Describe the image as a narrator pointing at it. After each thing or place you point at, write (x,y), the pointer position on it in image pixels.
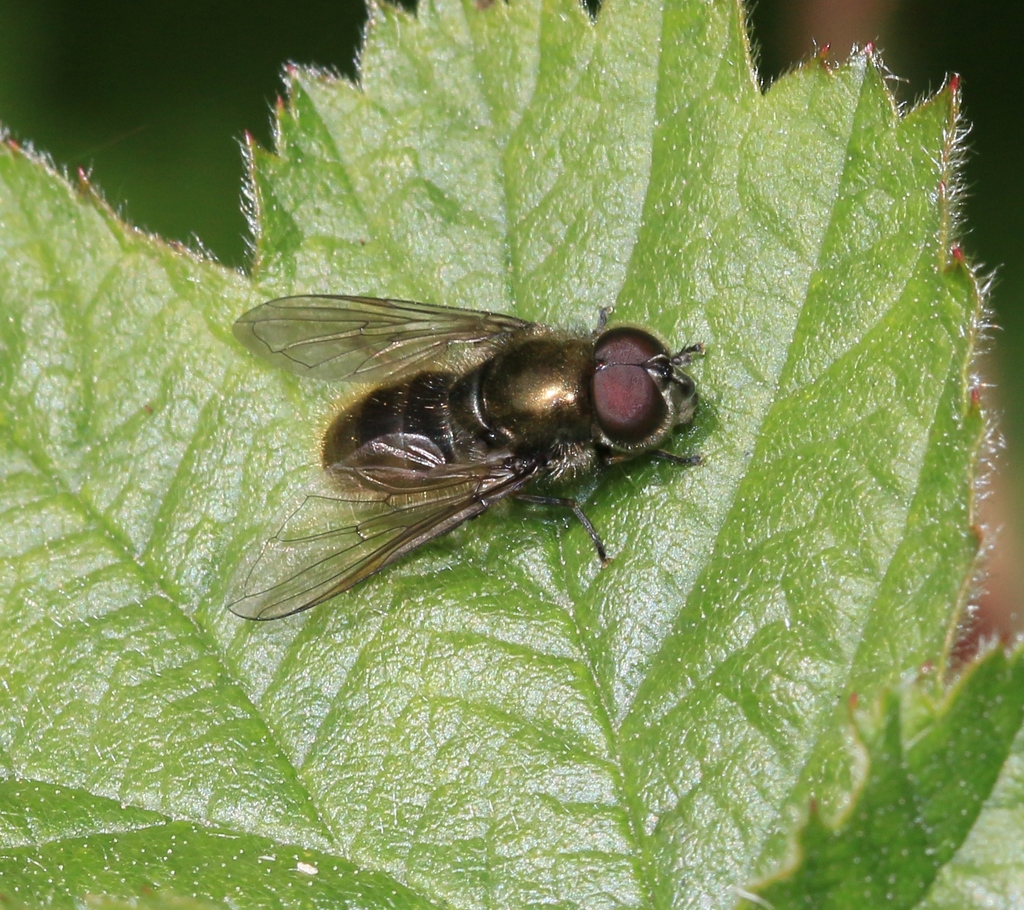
There is a fly (376,394) on a leaf (169,613). The background (175,77) is blurred.
